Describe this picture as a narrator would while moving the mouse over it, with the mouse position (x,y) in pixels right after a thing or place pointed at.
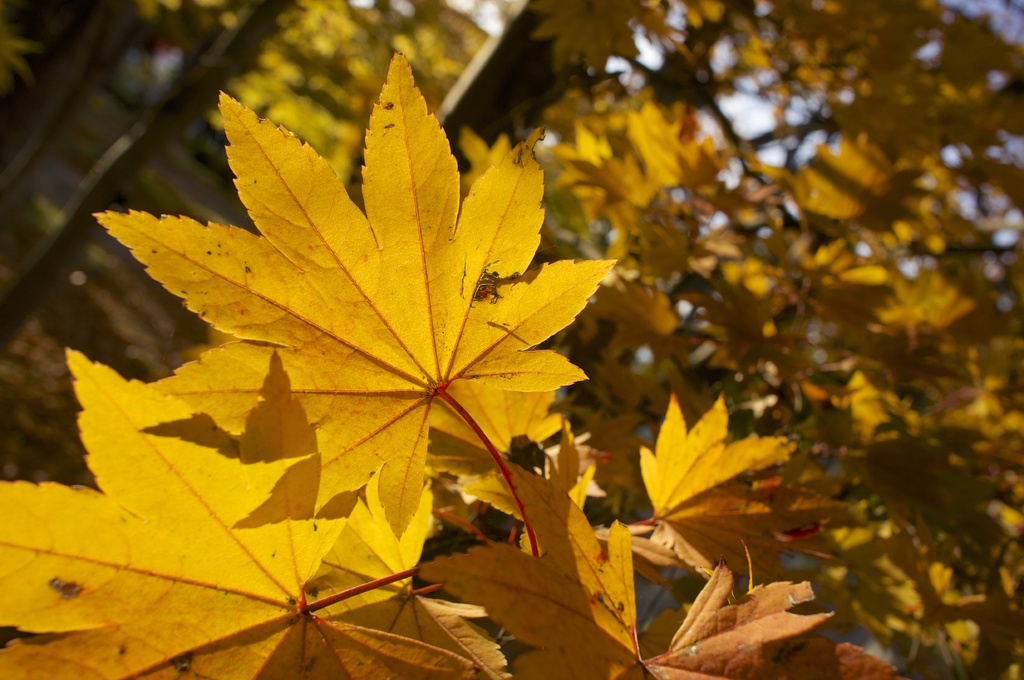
In this picture I can observe leaves (351,414) which are in yellow color. In the background (752,314) I can observe tree (877,159) and sky (715,222).
